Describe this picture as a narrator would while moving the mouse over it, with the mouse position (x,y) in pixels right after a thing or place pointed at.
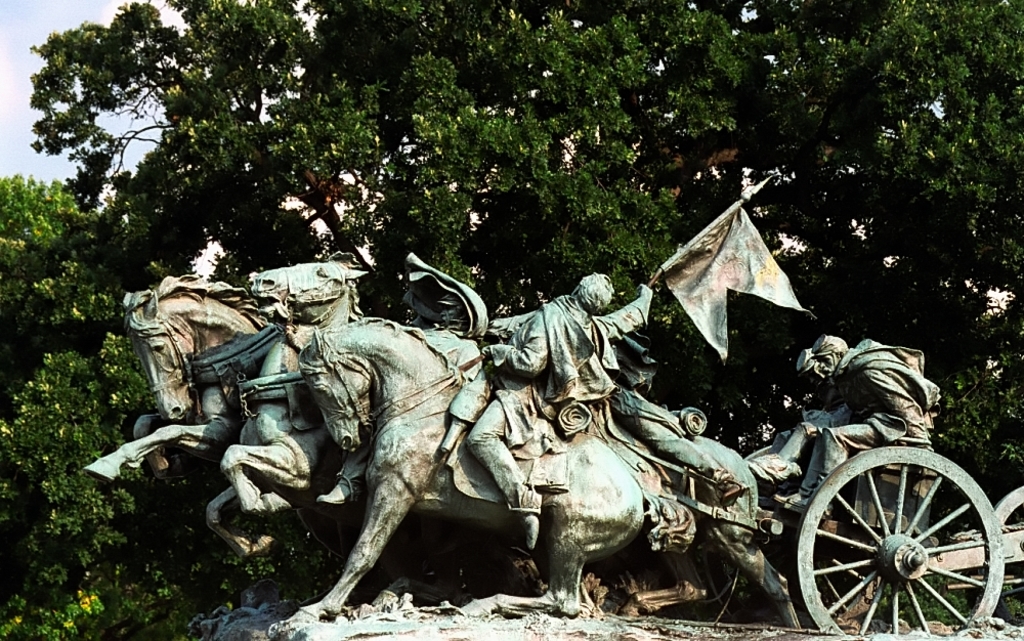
In this image there is a sculpture (501,403), in the background (349,146) there are trees (314,151) and the sky (25,75).
